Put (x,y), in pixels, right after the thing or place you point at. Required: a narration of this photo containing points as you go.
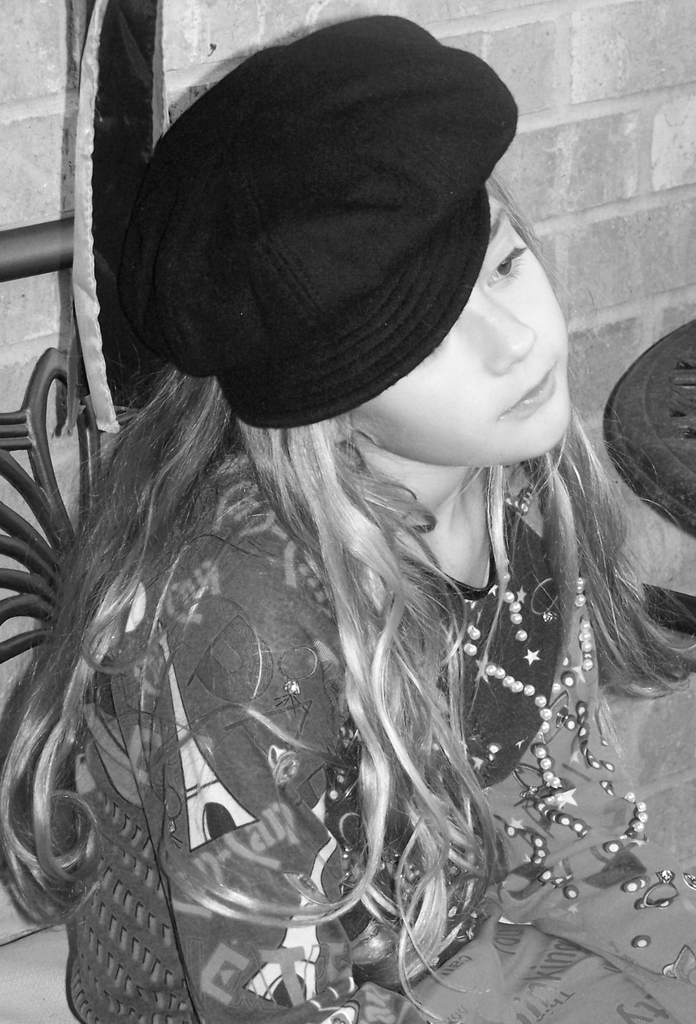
In this image there is a girl (348,479) wearing a hat (289,301) seated on a chair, behind her there is a brick wall (585,168).
